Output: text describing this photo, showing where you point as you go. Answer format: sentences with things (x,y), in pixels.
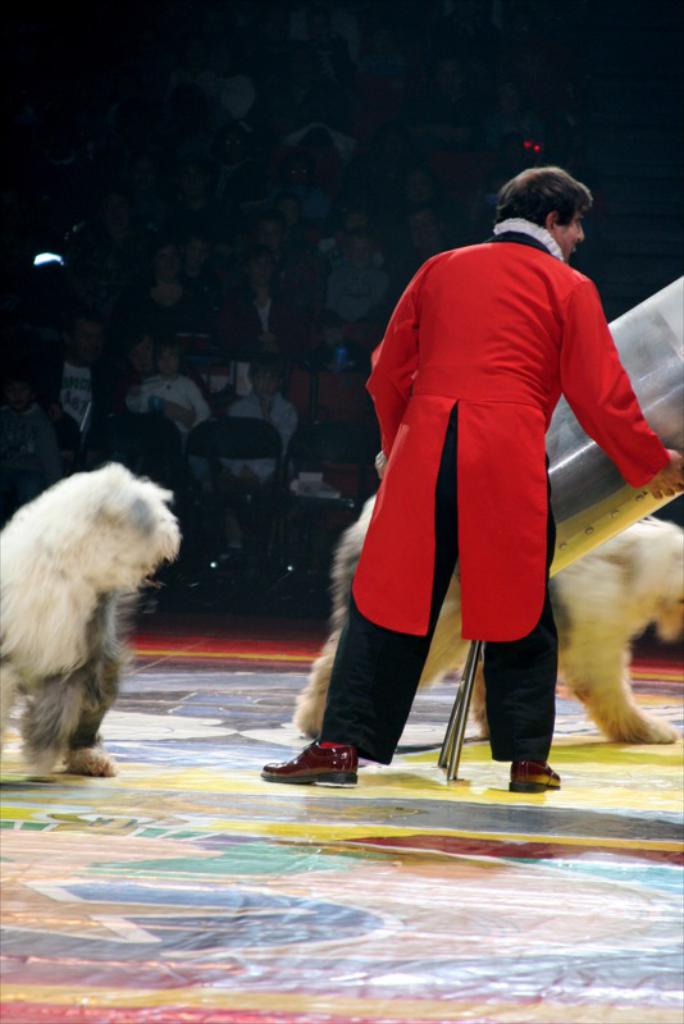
This is a picture where we have two animals (117,559) and a person (529,437) and in front them there are some people (127,229) sitting on the chairs (217,376) and a person (487,336) wearing red color shirt (511,414).
